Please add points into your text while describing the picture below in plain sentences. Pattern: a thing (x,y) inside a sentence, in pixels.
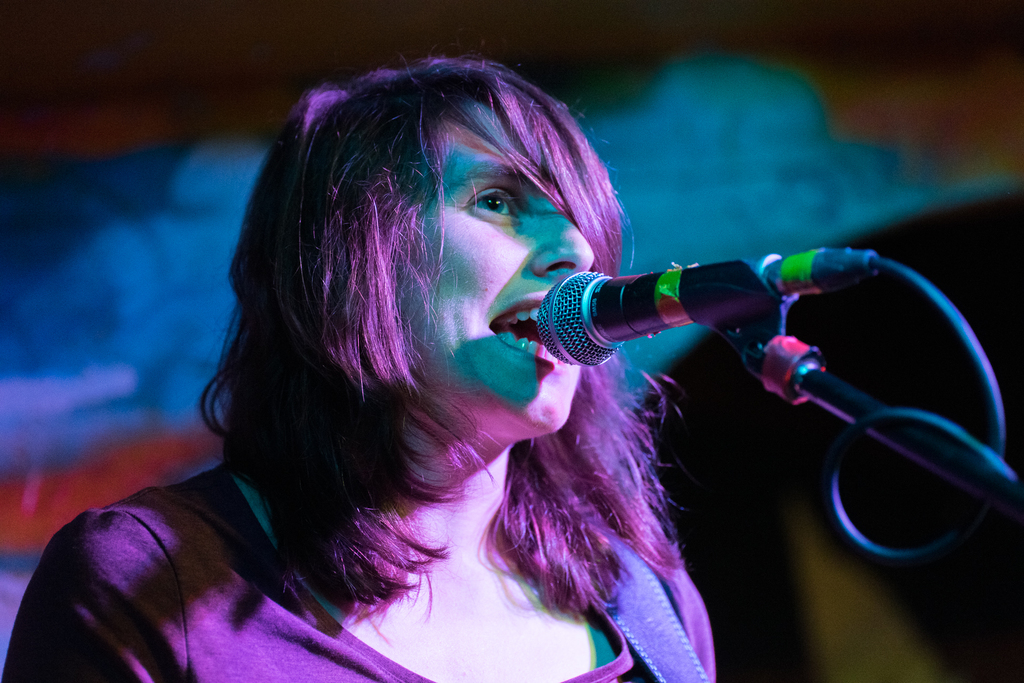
In this image there is a woman (383,473) standing. In front of her there is a microphone (642,307) to its stand (795,373). It seems like she's singing. The background (82,417) is blurry.
